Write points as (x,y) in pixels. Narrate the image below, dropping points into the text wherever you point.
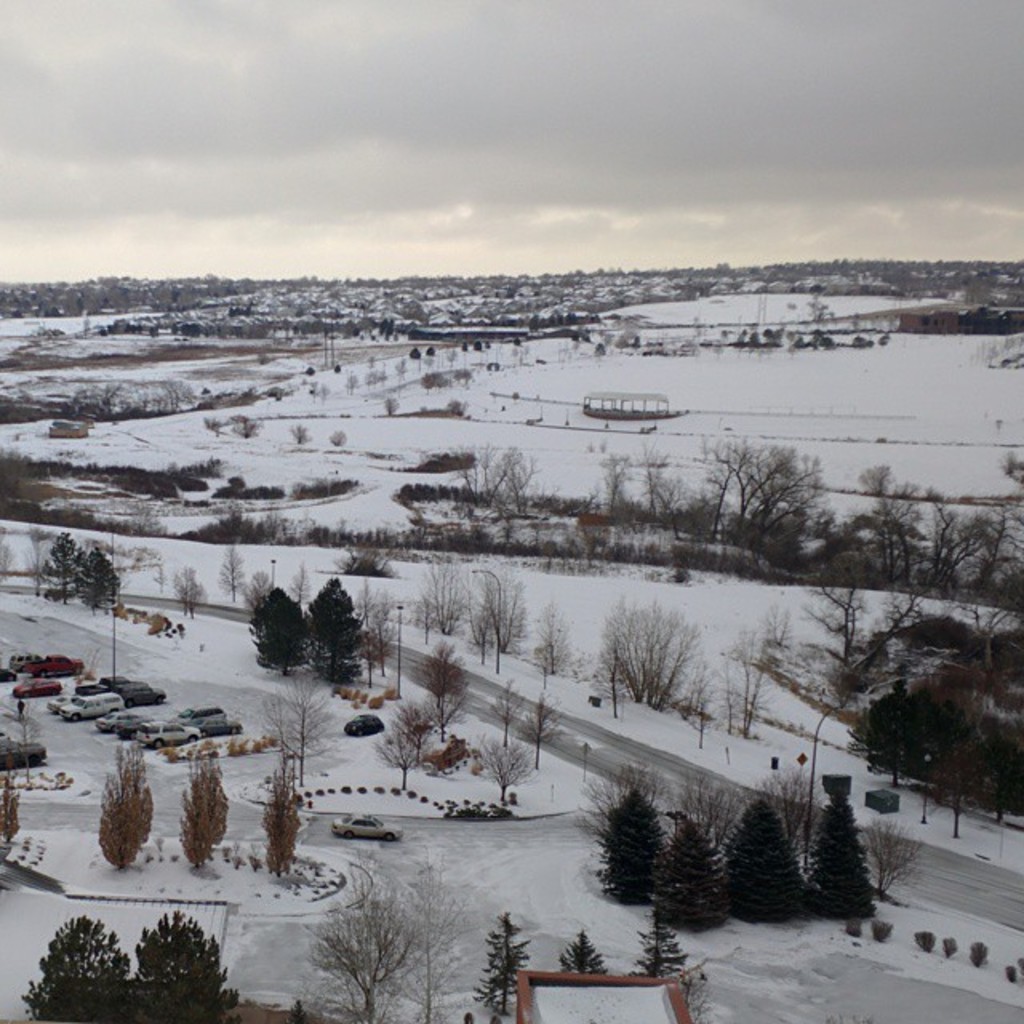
In this image we can see many trees (279,858), road (320,836) and vehicles (140,725). And it is covered with snow (363,493). In the background (487,187) there is sky (640,211).
